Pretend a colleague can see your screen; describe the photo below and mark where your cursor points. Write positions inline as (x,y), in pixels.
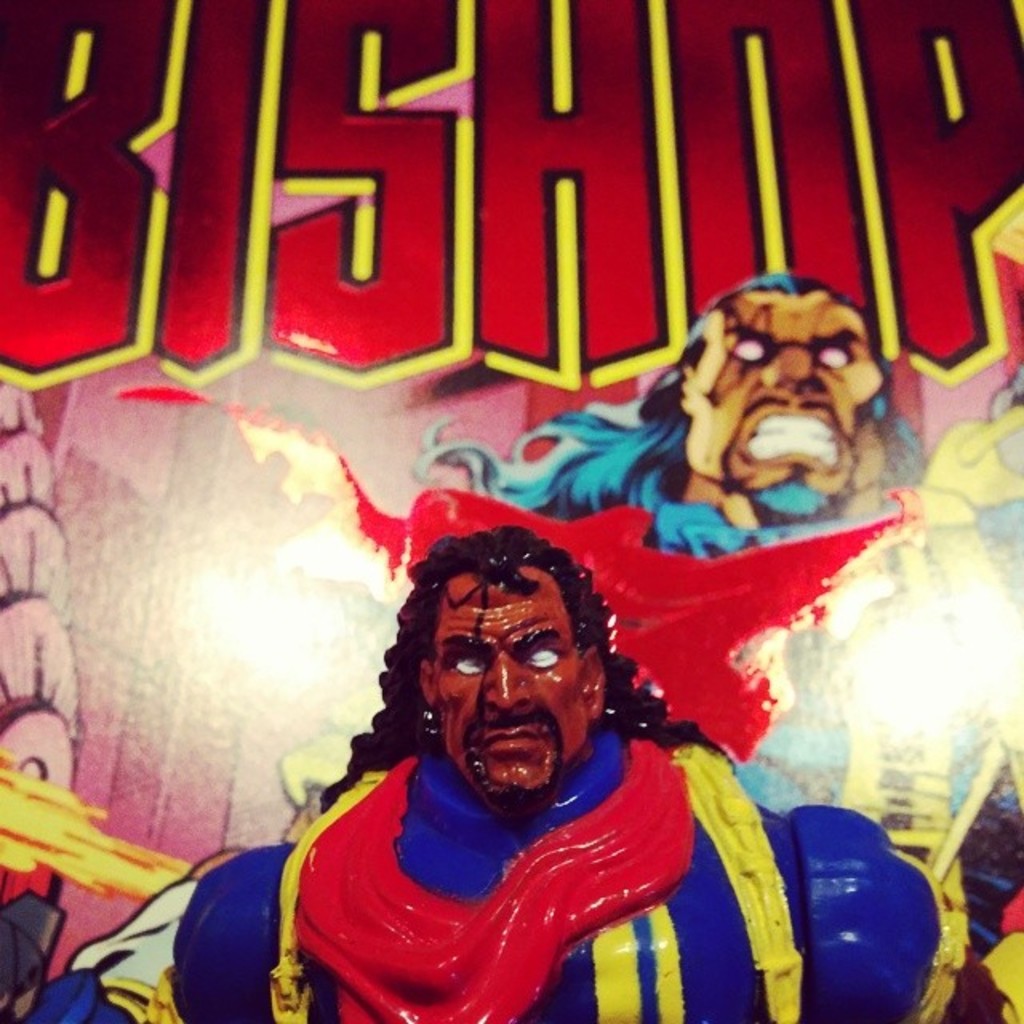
In this image I can see a toy (455,881). In the background (625,571), I can see a picture (783,479) of a person (757,411) with some text (420,229) written on the wall (148,609).
